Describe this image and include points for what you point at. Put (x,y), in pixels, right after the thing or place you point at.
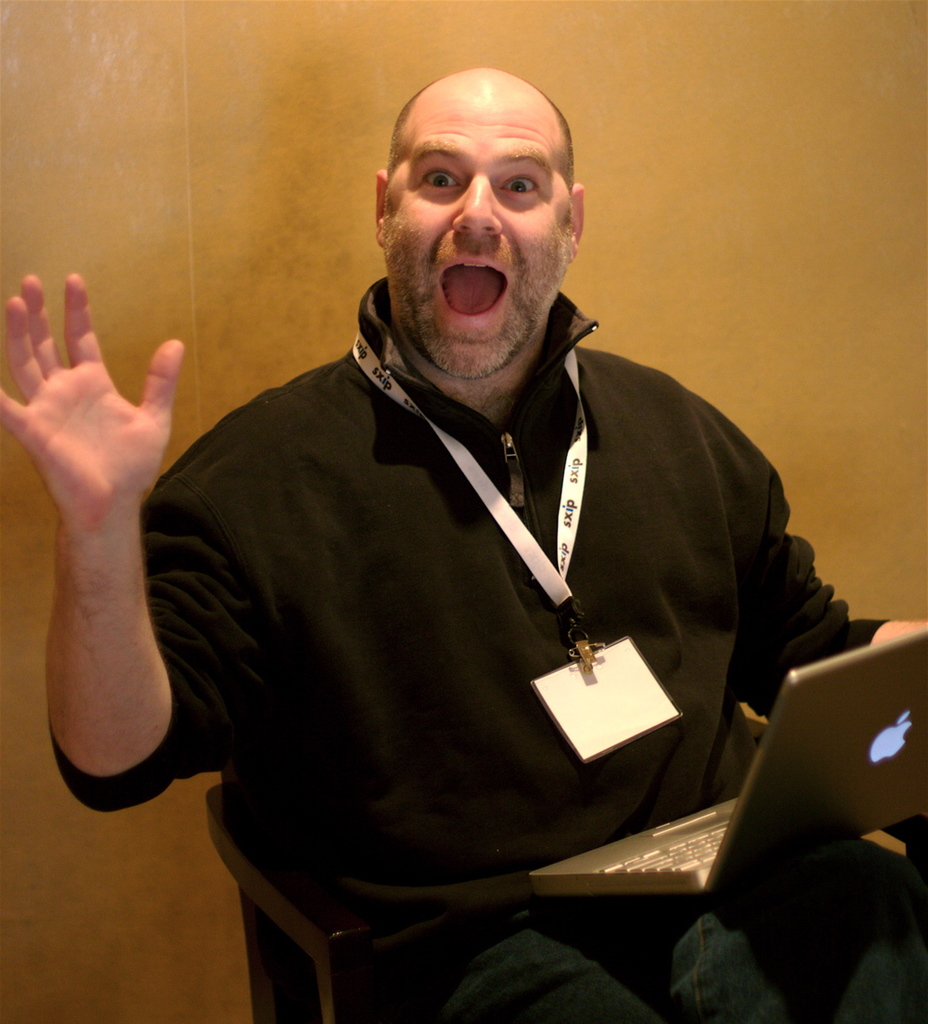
In this image in the center (449,426) there is one person (471,625) who is sitting on chair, and he is screaming and he is holding a laptop (820,704) and in the background (758,402) there is wall (128,842).
